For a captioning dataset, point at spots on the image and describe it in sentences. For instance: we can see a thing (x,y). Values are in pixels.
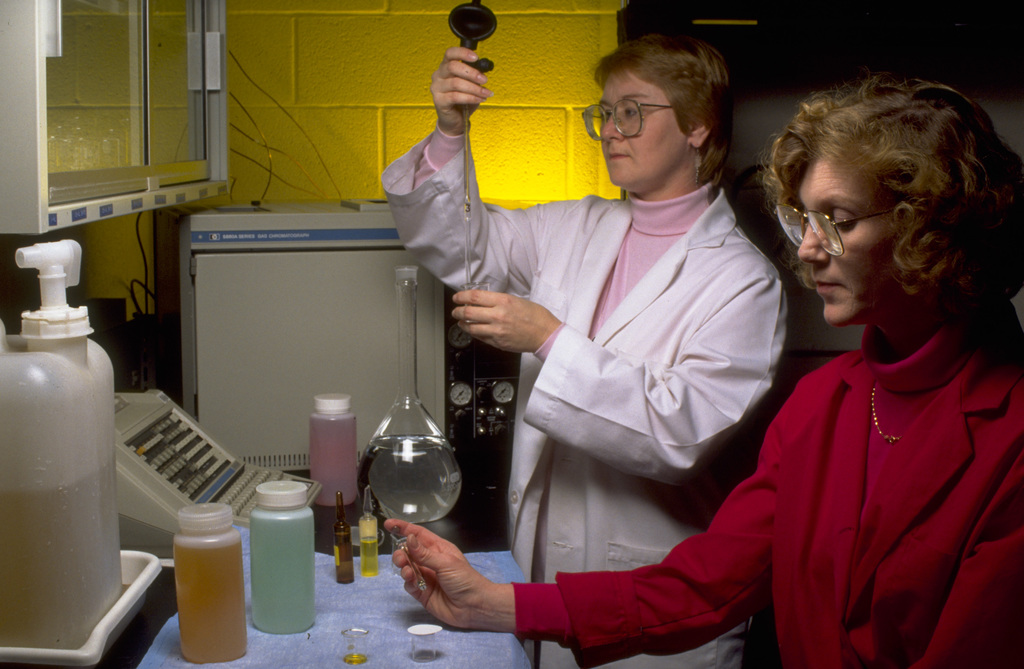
Two women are experimenting at laboratory (499,534).
